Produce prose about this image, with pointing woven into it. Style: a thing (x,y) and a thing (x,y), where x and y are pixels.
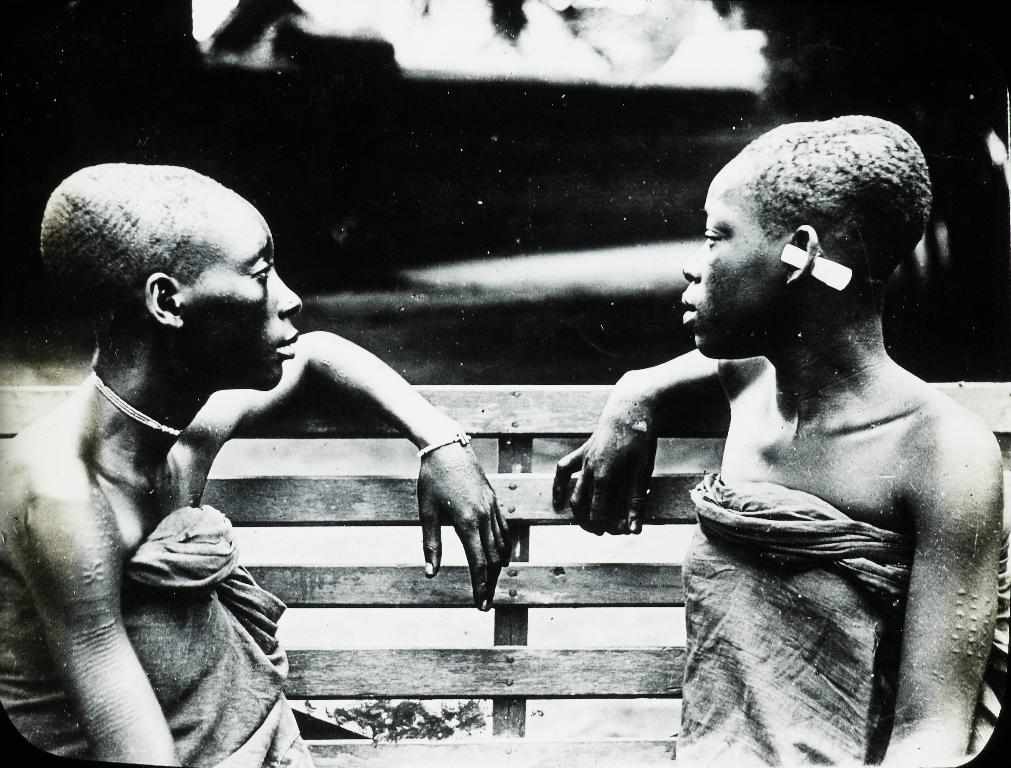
In this image we can see black and white picture of two people (938,566) sitting on a bench (451,660).
